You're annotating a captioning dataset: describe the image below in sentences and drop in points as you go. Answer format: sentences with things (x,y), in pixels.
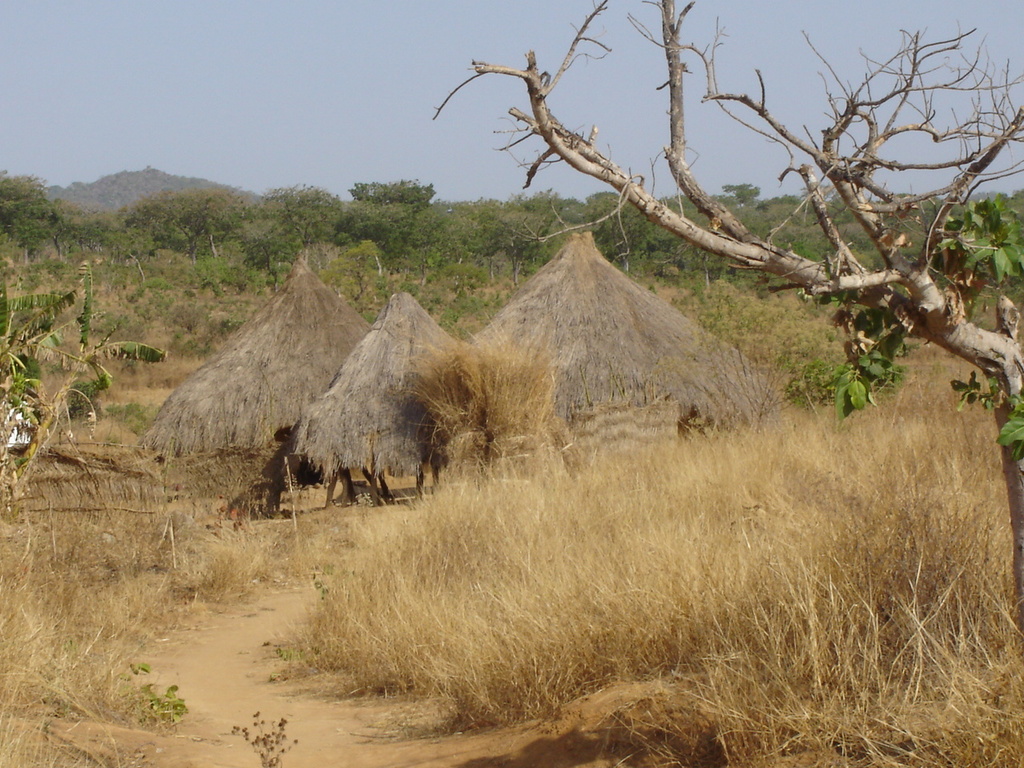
In this image there is grass (537,566), in the middle (608,350) there are three huts (556,358), in the background (524,229) there are trees (623,250) and a sky (198,95).
